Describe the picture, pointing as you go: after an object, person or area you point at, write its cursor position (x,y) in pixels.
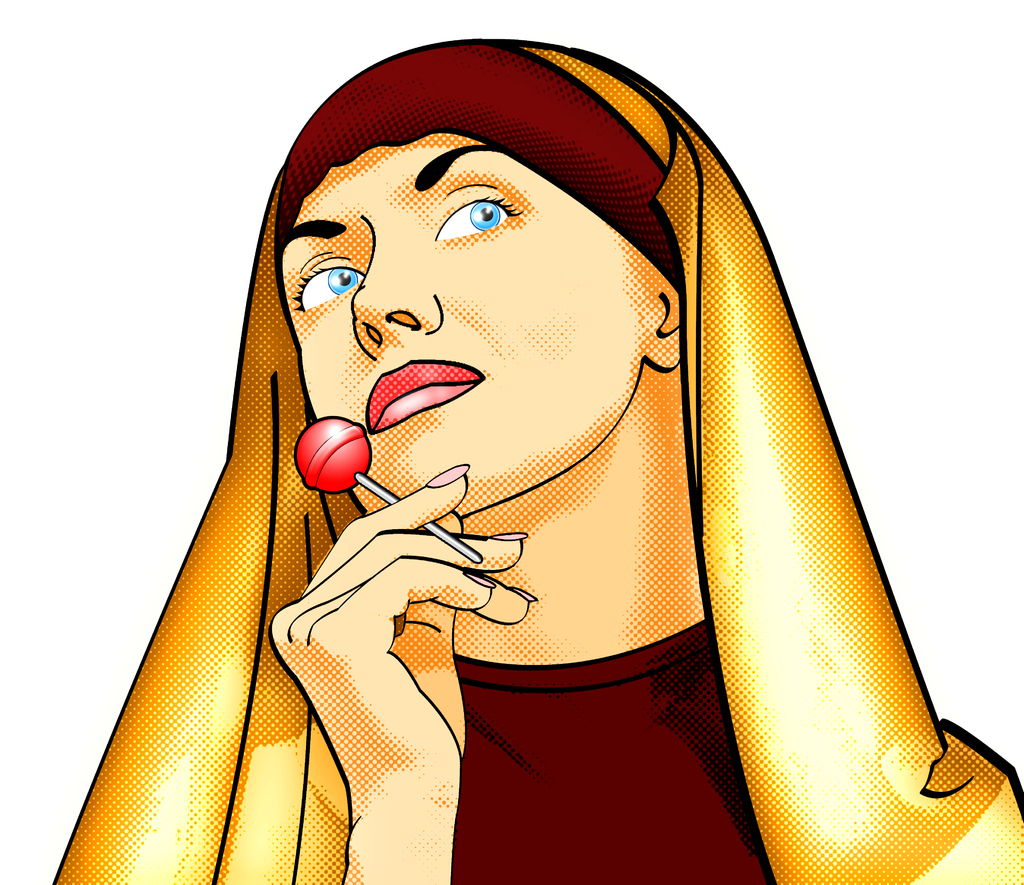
In this image I see the animated picture of a woman (457,377) who is holding a lollipop (365,458) in her hand (445,587) and I see that it is white in the background (920,200).
